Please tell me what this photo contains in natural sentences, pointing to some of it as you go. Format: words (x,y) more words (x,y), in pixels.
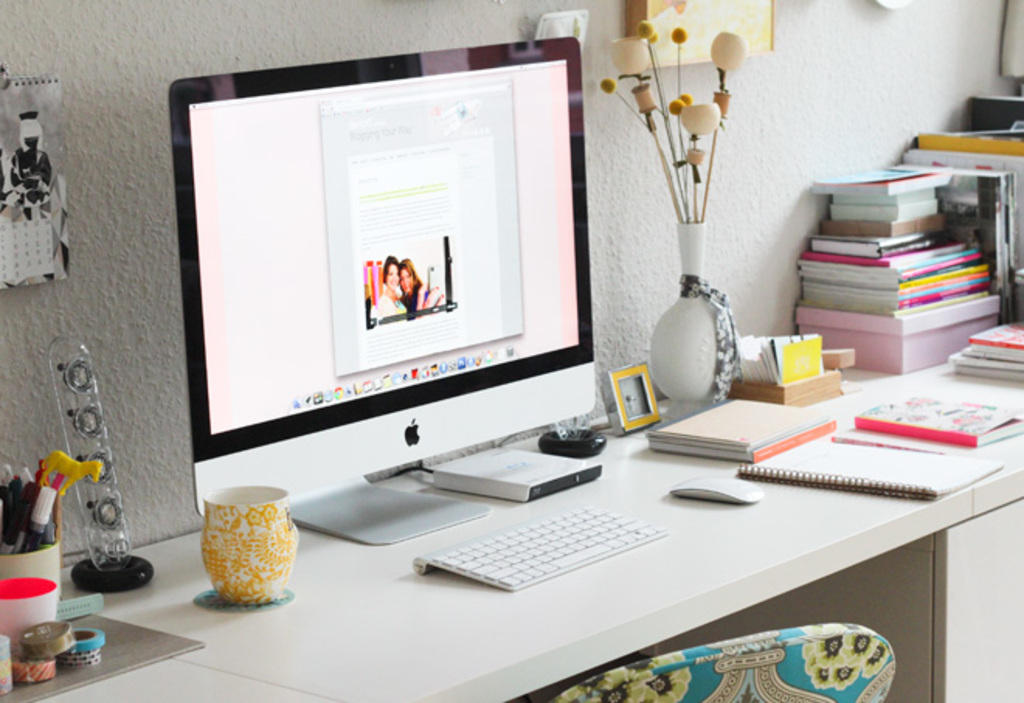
In the foreground of this image (589,608), on the desk (471,634), there are tapes (52,626), a mug (36,566) with markers (29,518) and pens (29,518), a cup (279,512), keyboard (527,551), monitor (442,369), mouse (712,498), frame (624,381), flower vase (678,370), books (913,292) and a pink box (924,338) on it. On the bottom (799,659), there is a chair (786,676), on the wall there is a calendar (11,207) and a frame (739,5). On the either side to the monitor (555,411), there are transparent objects (589,433).
